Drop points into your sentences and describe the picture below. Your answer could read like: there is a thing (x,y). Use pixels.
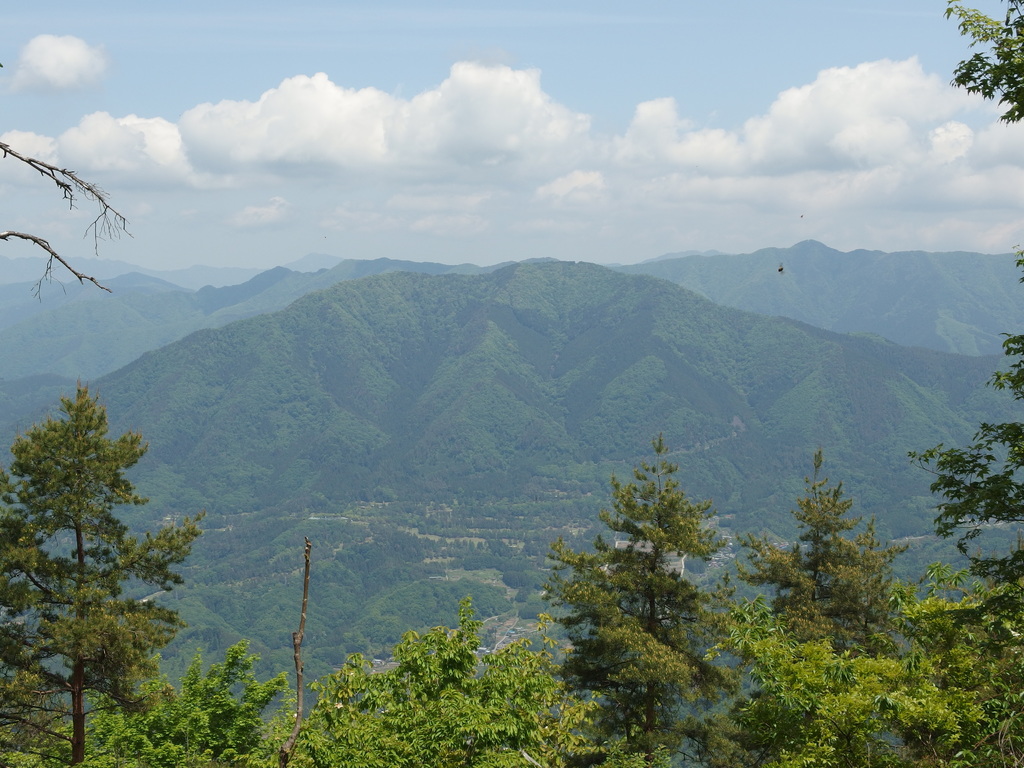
In this picture we can see trees (351,732), mountains (234,563) and in the background (80,249) we can see the sky (586,120) with clouds (556,128).
